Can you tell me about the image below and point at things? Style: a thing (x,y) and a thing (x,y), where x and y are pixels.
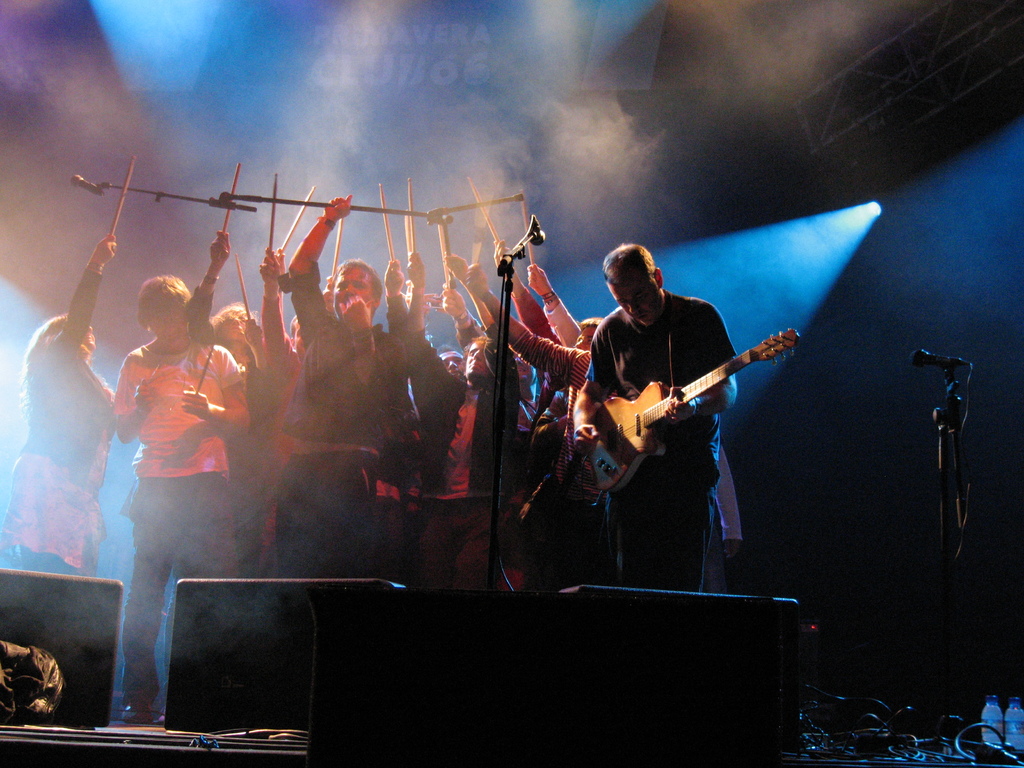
There are many persons (296,357) standing holding sticks (487,217). A person (693,348) in the right side (701,346) is holding guitar (660,407) and playing. There are mic stands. In the front (509,624) there are speakers (427,647).
